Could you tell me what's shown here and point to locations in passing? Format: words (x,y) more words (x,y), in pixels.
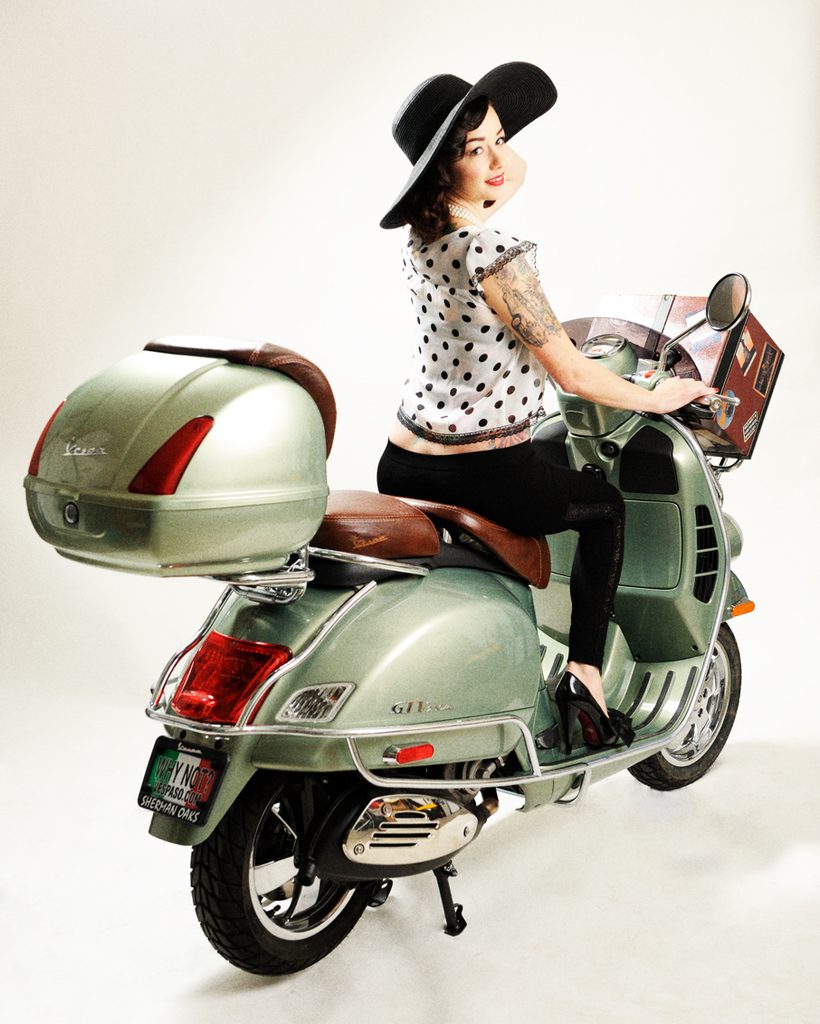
On the grey color scooty (448,673) there is a lady (445,350) with white and black dots (478,348) on it. On her head (464,140) there is a black hat (414,160) and she is wearing black shoe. At the back of the scooter (364,544) there is a box (184,394). In the front of the scooter (738,297) there is a cardboard box (720,339). And the lady (545,367) is smiling.
